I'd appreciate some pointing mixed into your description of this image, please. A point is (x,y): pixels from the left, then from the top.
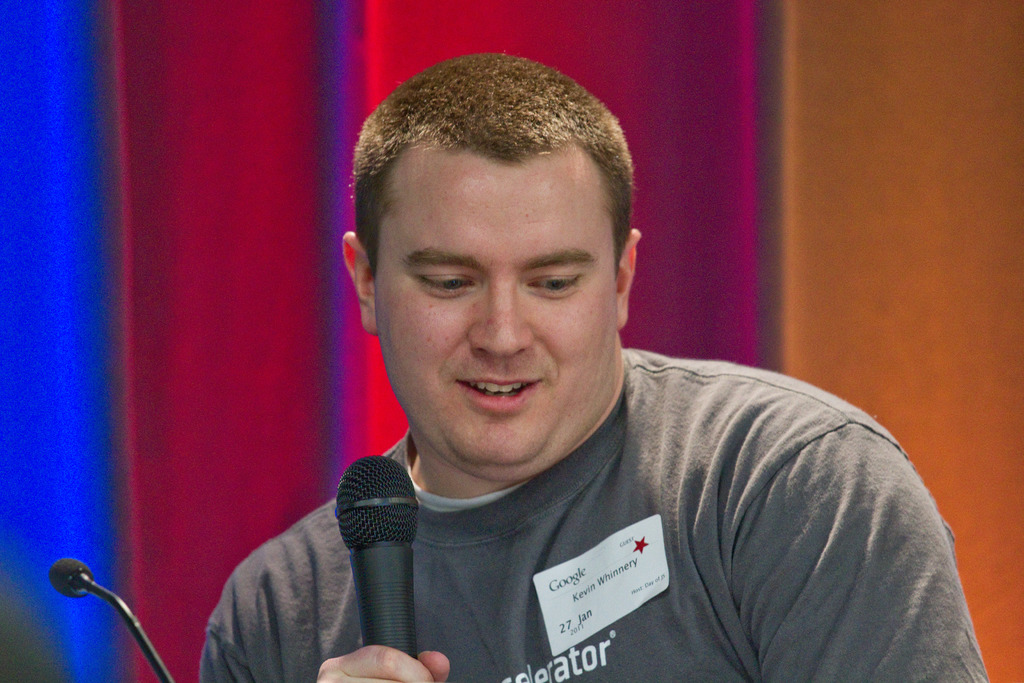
In this image we can see a man (477,394) holding a mic (396,531) and there is a mic (137,625) beside him and there is a sticker (653,572) to his shirt (768,472) and a wall (879,135) in the background (336,211).
